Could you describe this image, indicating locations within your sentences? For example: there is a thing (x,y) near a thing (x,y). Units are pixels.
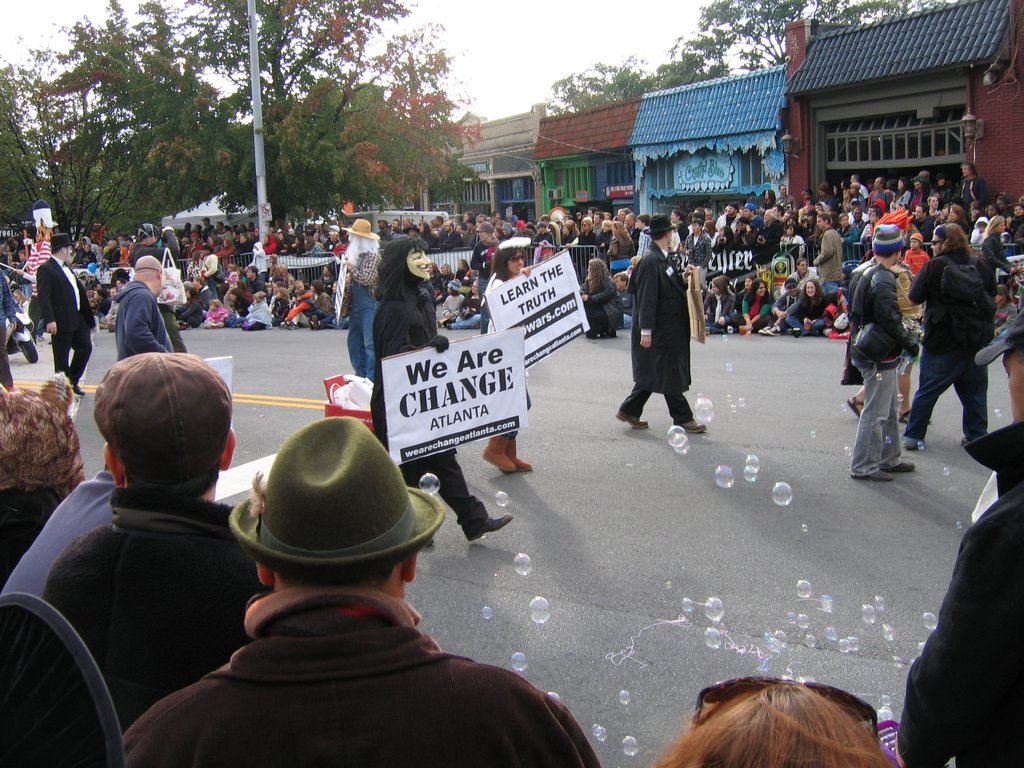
In this picture we can see there are groups of people (306,312), some people (405,263) are holding the boards (530,299) and some people (383,298) are in the fancy dresses (51,290). Behind the people (148,311), there are trees (141,123), a pole (256,137), buildings (497,173) and the sky (458,39). At the bottom of the image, there are bubbles (691,605).
